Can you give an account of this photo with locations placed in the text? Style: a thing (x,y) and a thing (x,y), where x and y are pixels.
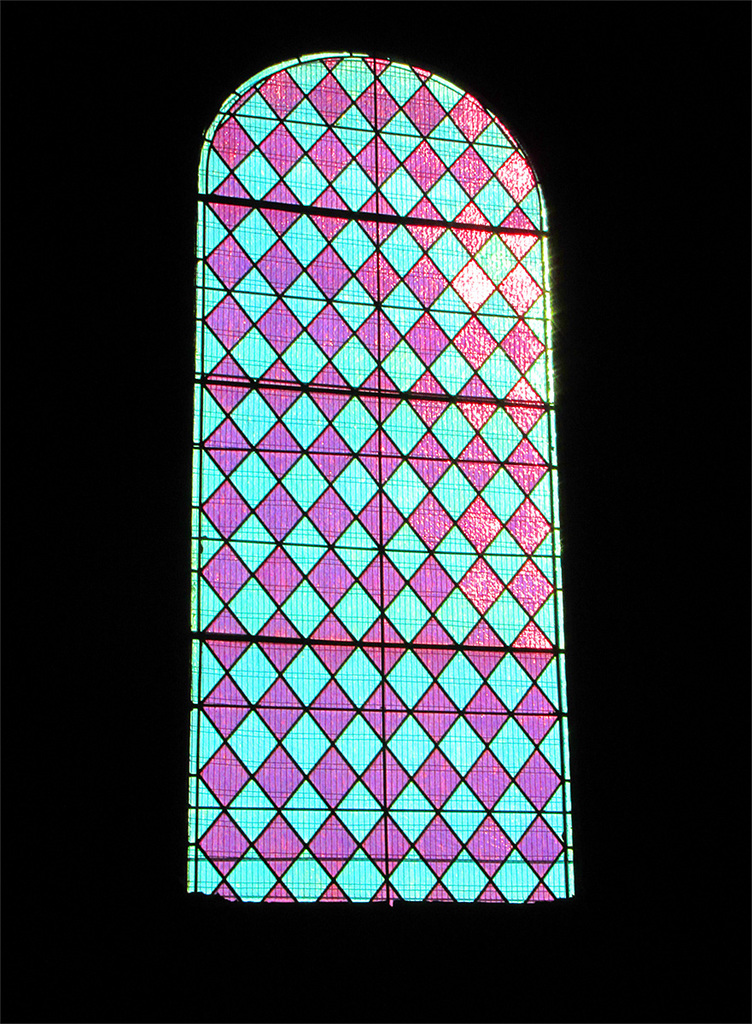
In this image we can see a glass window (306,884).
